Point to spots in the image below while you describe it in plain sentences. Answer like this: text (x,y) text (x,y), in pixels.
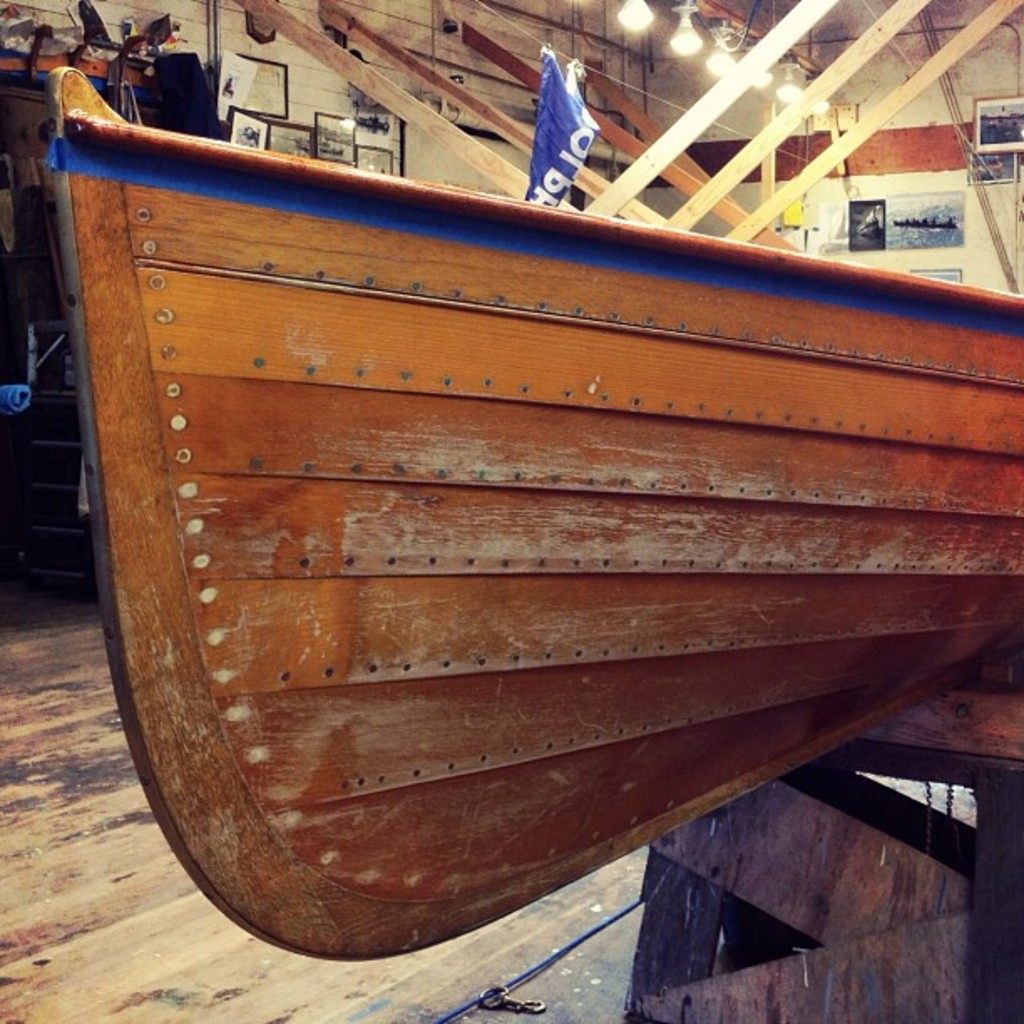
In this picture we can see a wooden object (665,371), banner (539,160), frames (335,139), lights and some objects (475,136) and in the background (511,93) we can see the wall (526,94).
